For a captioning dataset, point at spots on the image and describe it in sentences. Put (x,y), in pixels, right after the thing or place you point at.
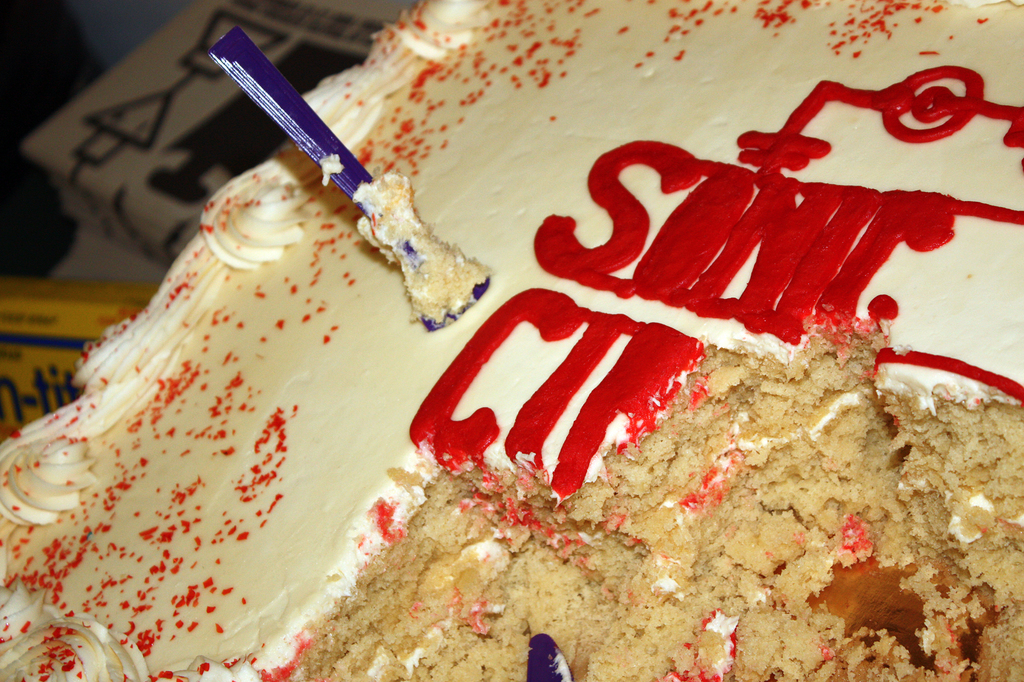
This image consist of food (712,299) which is in the front (450,322) and on the left side (173,242) there are boxes (98,243) which are yellow and brown in colour.
